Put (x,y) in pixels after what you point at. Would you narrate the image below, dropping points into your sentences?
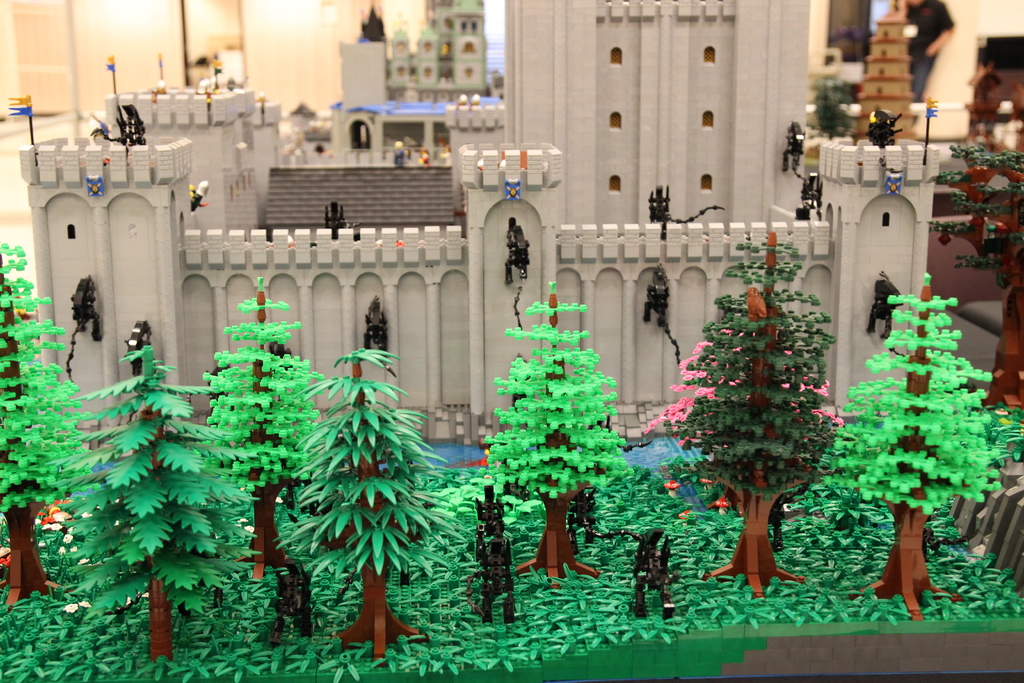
In this image we can see the depiction of buildings (439,173), fencing wall (503,271), trees (662,421), plants (829,567) and also some other objects (803,130). In the background (59,75) we can see the wall (119,24), lights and also a person (926,38).
